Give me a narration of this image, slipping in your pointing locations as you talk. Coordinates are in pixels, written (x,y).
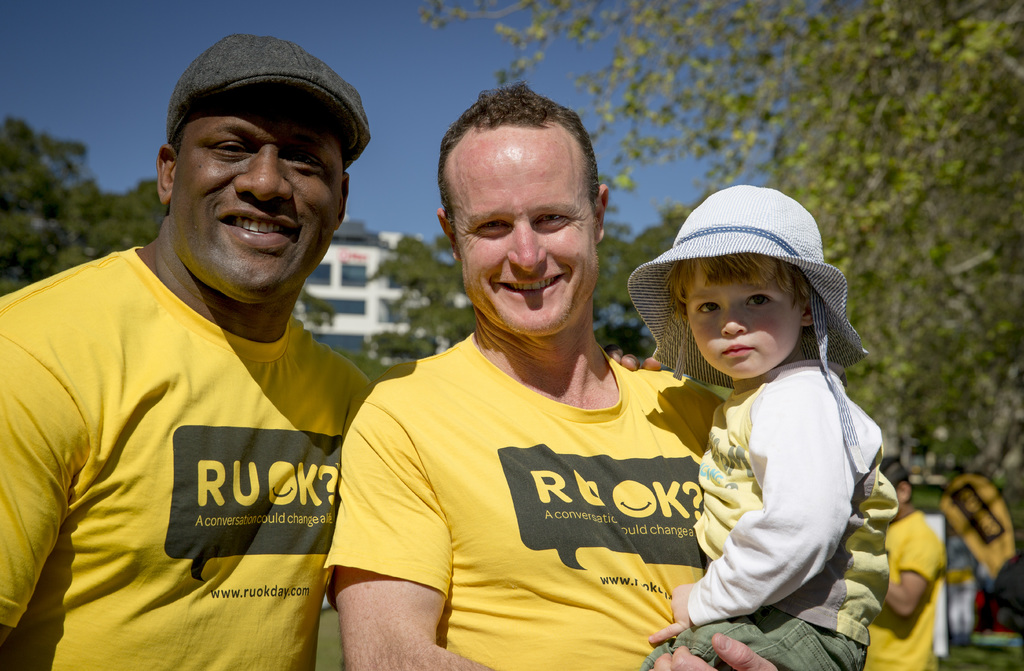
2 people (566,324) are standing wearing yellow t shirts (237,648). The person (241,665) at the left (204,299) is wearing a cap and the person (539,226) at the right (817,540) is carrying a child (876,570). There is another person (925,592) at the back (914,599). There are trees (394,258) and buildings (367,292).
